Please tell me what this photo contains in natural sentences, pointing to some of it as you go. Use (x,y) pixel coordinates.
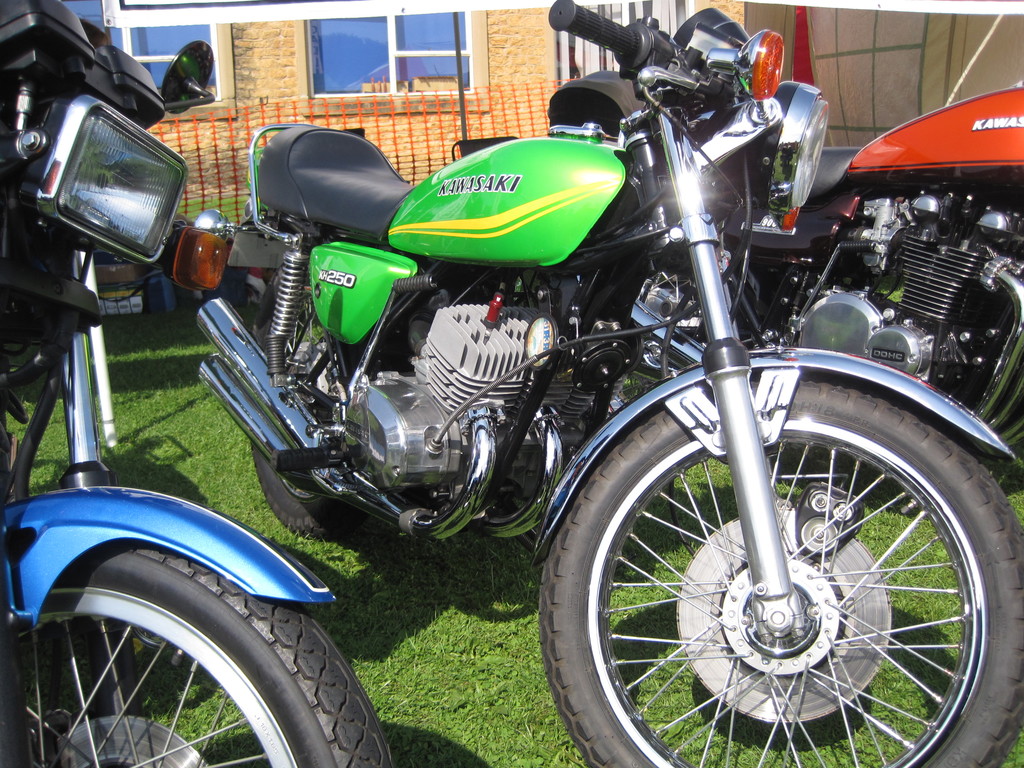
In this picture we can see three bikes (410,356) parked, at the bottom (502,694) there is grass (515,695), we can see a house (268,57) in the background (350,58), we can see two windows (370,61) here.
